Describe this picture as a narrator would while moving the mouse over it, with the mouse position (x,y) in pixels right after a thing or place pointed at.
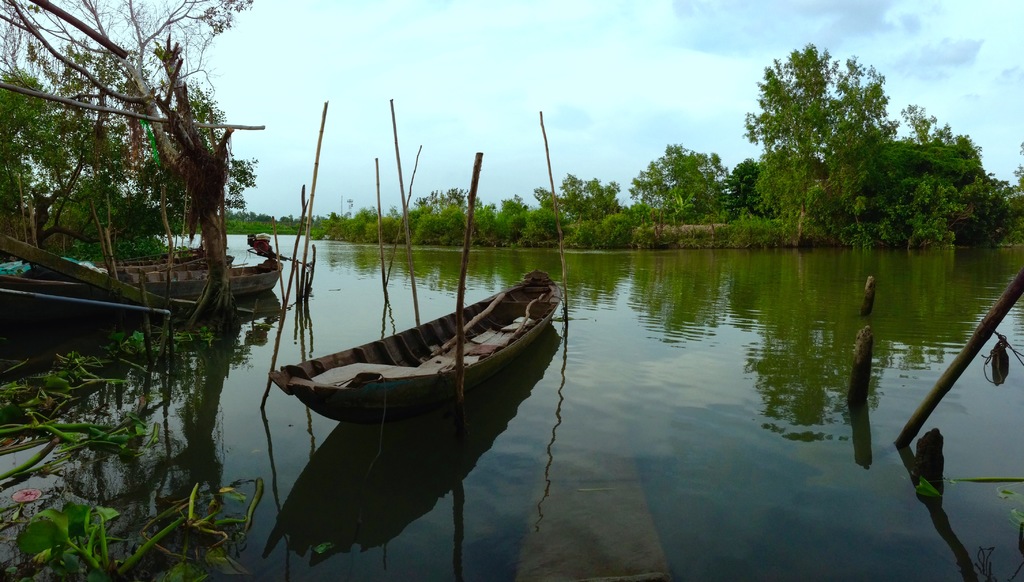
In this image there are boats (439,379) in the water (684,417). There are wooden sticks (169,280). In the background of the image (753,172) there are trees (924,152) and sky (458,55).
